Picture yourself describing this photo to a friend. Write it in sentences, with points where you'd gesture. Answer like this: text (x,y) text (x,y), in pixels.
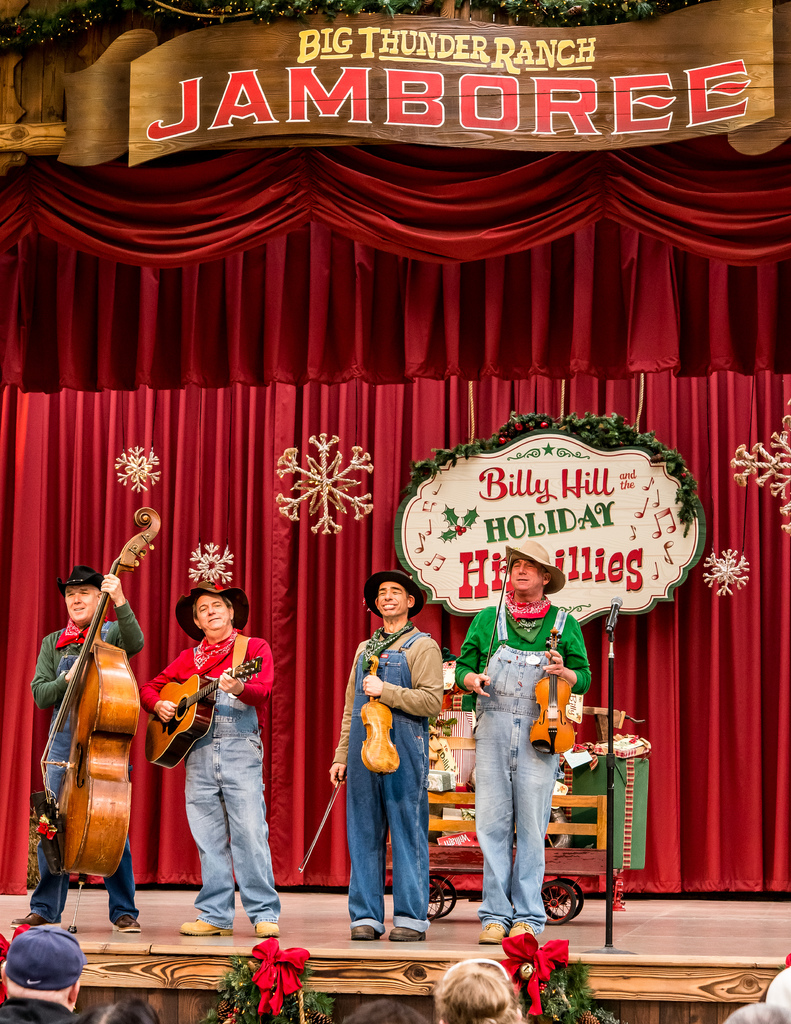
In the image we can see there are people (128,636) standing on the stage (325,967) and holding musical instruments (87,745) in their hand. Behind there are curtains (99,444) and banners (549,505). On the top (579,40) it's written "Big Thunder Ranch". There are spectators (67,974) watching the people (403,678) on the stage (299,932).
